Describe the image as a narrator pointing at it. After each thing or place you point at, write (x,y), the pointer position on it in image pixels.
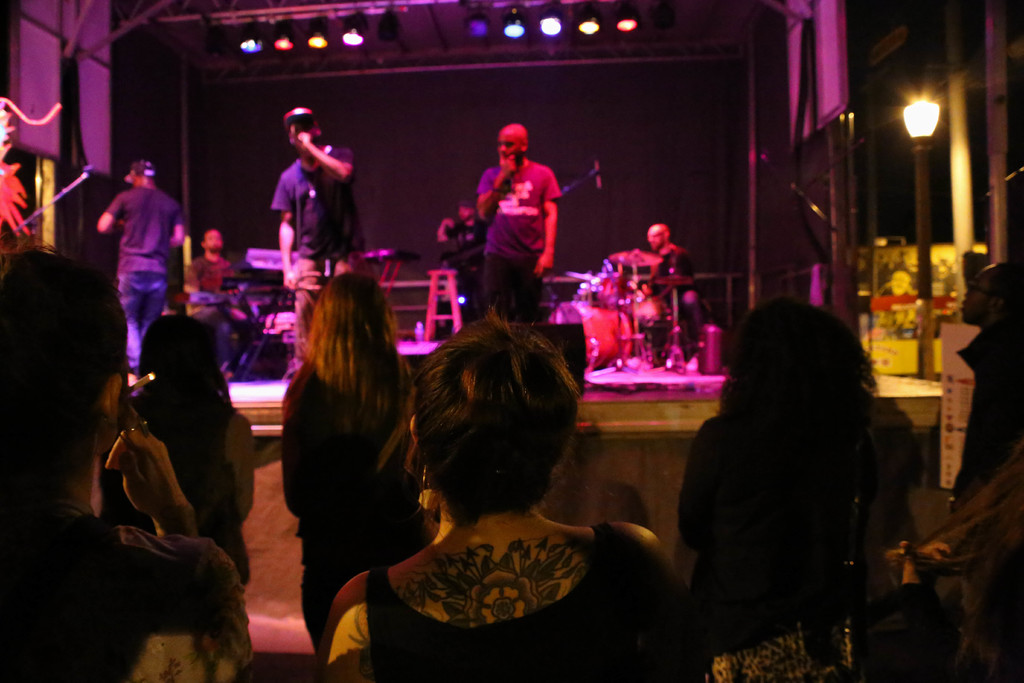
In this image I can see there are few persons (307,517) standing in front of the stage (258,434), on the stage (271,554) I can see there are few persons (501,157) visible and I can see musical instruments (605,334) on the stage (170,45), at the top (492,22) I can see lights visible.
